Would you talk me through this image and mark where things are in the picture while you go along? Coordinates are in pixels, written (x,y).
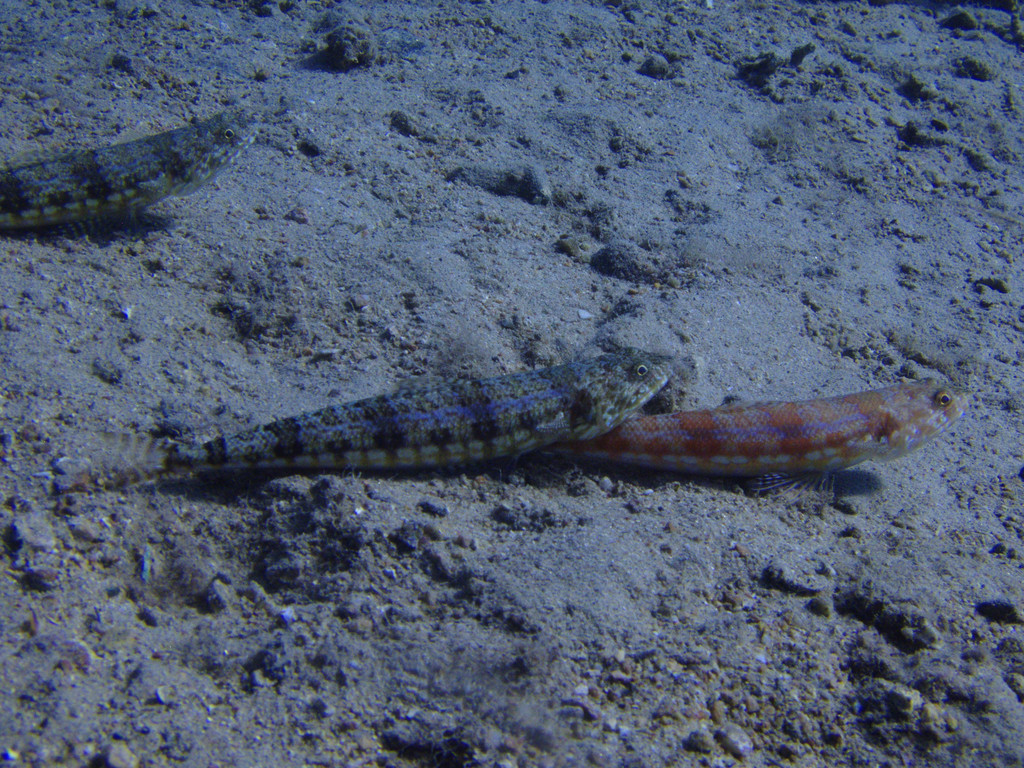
In this image, I can see three fishes (714,427) and stones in the water (630,618). This image taken, maybe in the water (400,435).
